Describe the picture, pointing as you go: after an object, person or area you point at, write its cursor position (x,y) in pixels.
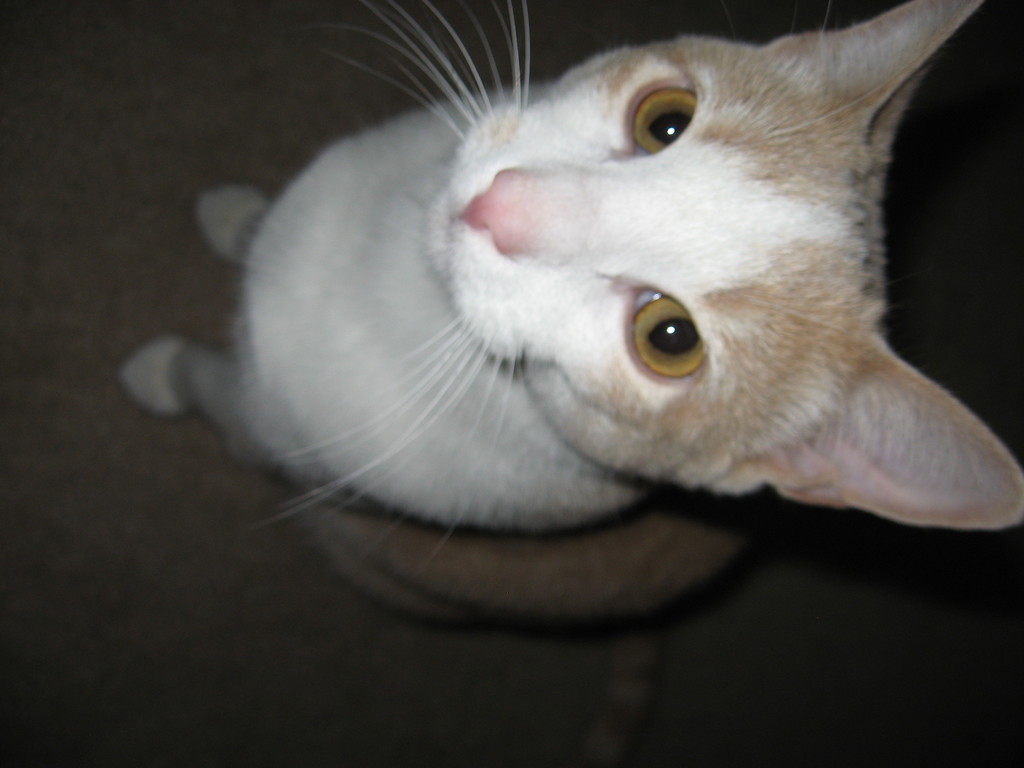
It is a cat (684,341) in white and brown color.
